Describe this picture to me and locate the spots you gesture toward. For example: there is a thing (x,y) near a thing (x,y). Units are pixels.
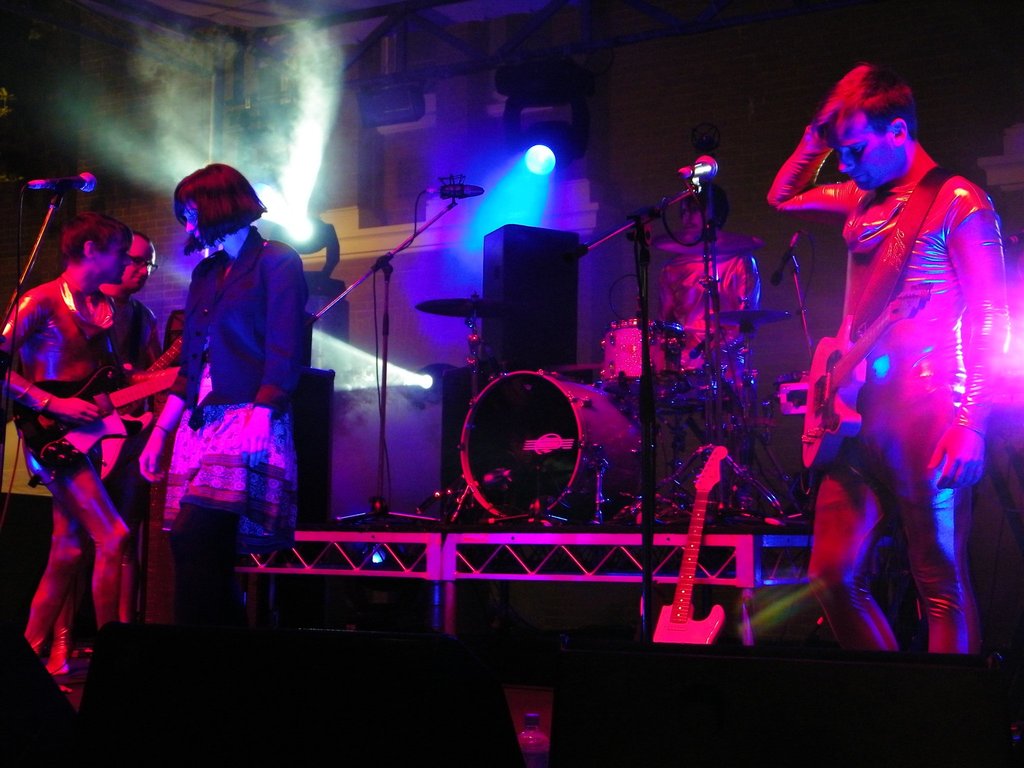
In the picture we can see three people (839,540) are standing with musical instruments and playing it and one woman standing near them and in the background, we can see a man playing drums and near to him we can see some microphones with a stand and to the wall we can see some focus lights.
